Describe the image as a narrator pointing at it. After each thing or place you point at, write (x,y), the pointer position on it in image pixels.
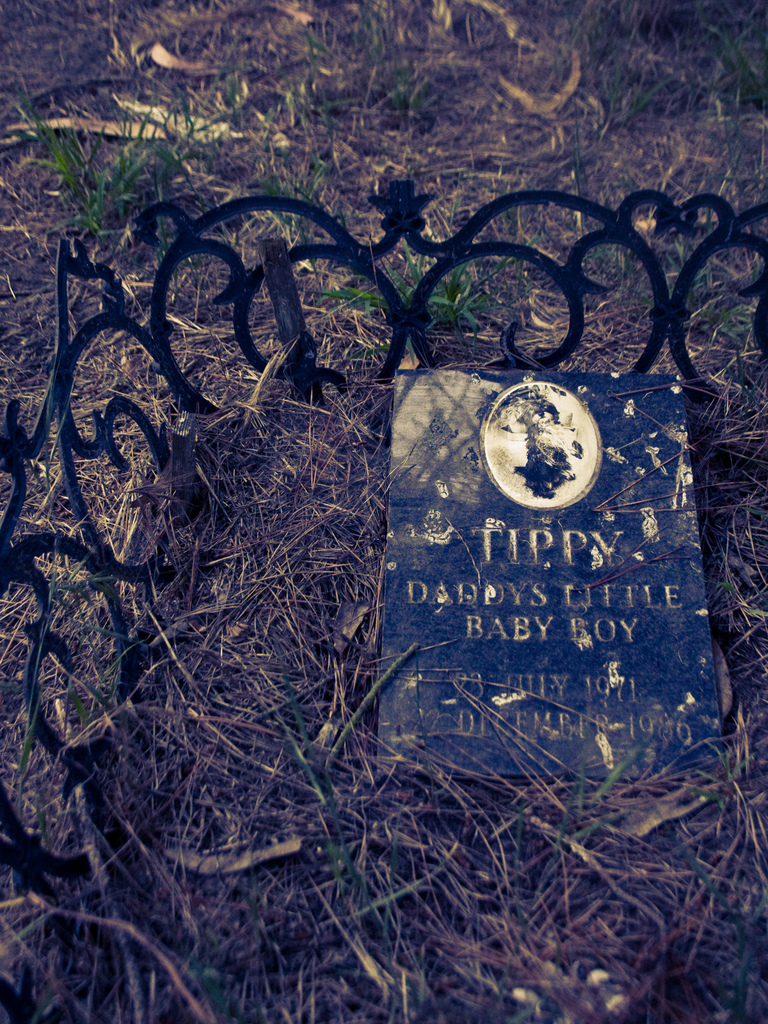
At the bottom of the image (268,851) on the ground (303,863) there is grass (483,941). And also there is an object (583,551) with text (604,543) on it. Behind that there is a fencing (687,330) with design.
